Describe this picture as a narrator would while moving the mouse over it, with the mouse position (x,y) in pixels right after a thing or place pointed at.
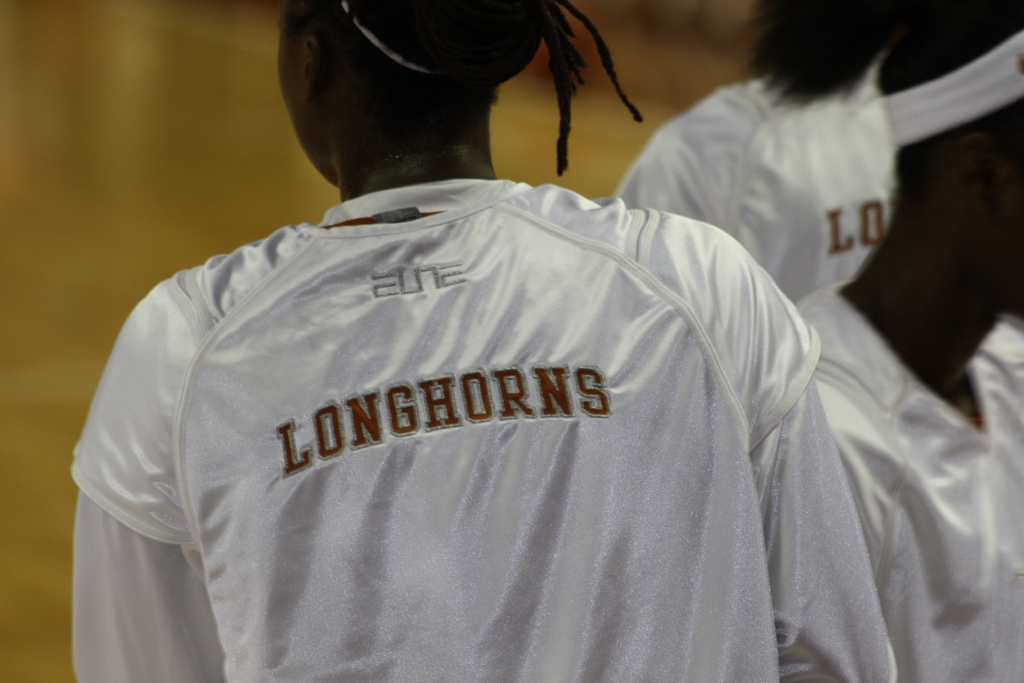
In this picture, I can see three people (908,499) wearing white color jackets (545,327).
